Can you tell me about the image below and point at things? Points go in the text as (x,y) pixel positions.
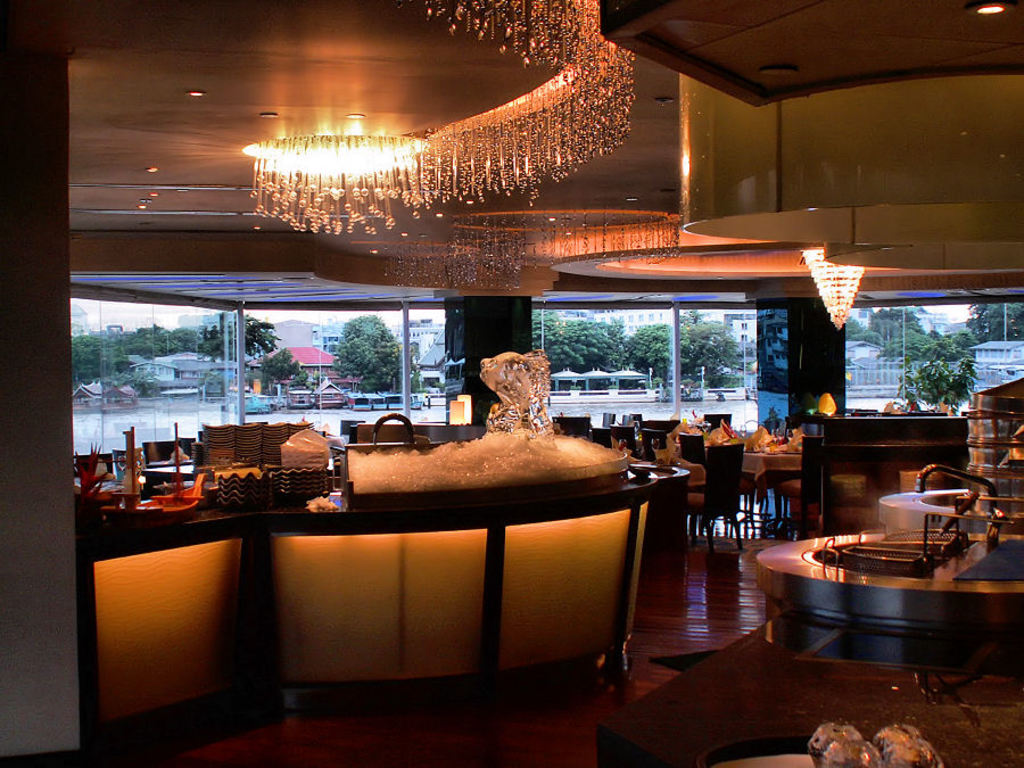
In this picture we can see the inside view of the restaurant (386,686). In the front (395,664) there is a bar counter (130,657), behind there are some table (668,470) and chairs (722,471). On the top ceiling (400,221) we can see the hanging chandeliers (340,221). In the background (332,329) there is a big glass window (117,400) and some trees (577,334).
